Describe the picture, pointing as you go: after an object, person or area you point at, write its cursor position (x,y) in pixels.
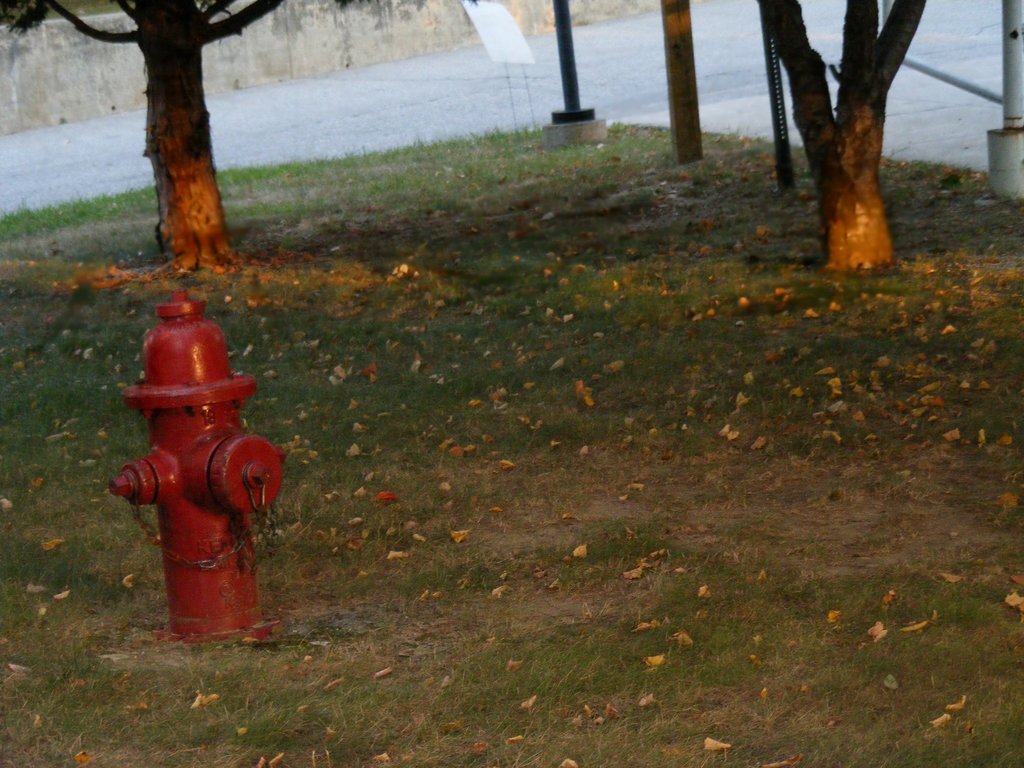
In this image, I can see a fire hydrant (218,377), tree trunks (818,136), poles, a board (499,35) and there are dried leaves (838,380) on the grass (672,595). In the background (322,135), I can see a pathway (559,65).
